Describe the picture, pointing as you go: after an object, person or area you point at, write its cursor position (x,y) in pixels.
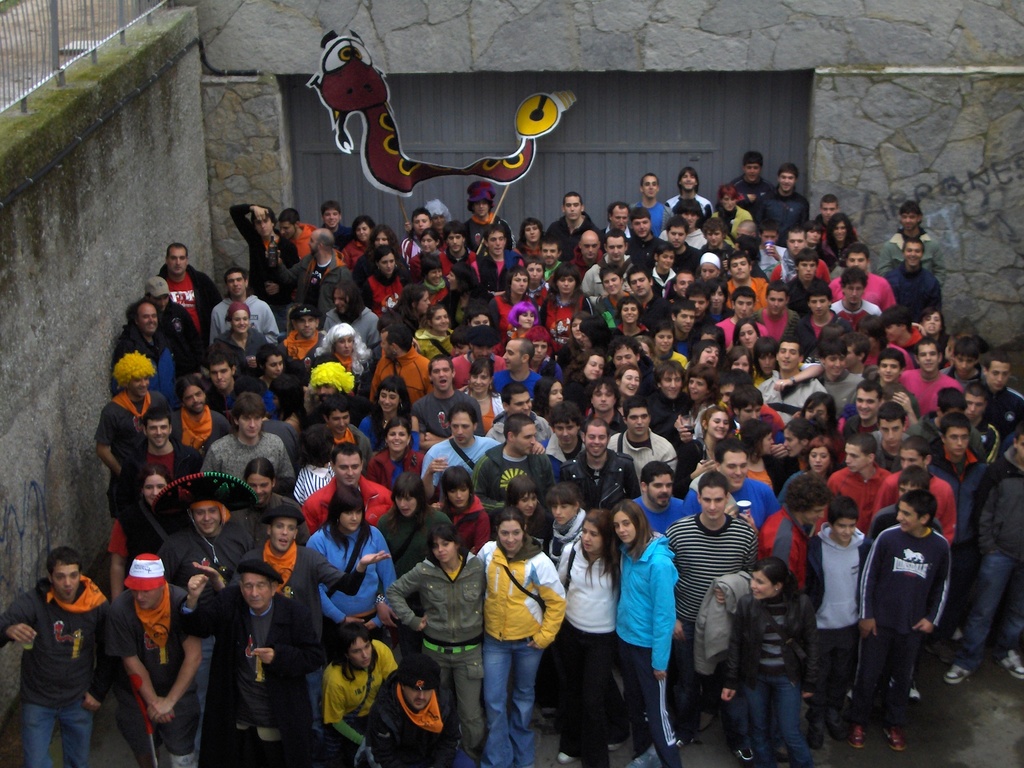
There are many people (472,397) standing. In that some are wearing caps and bags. In the back (475,225) a person (493,226) is holding a snake cutout (504,165). On the sides there are walls (893,87). On the left top corner (35,51) there is a railing (49,44).
